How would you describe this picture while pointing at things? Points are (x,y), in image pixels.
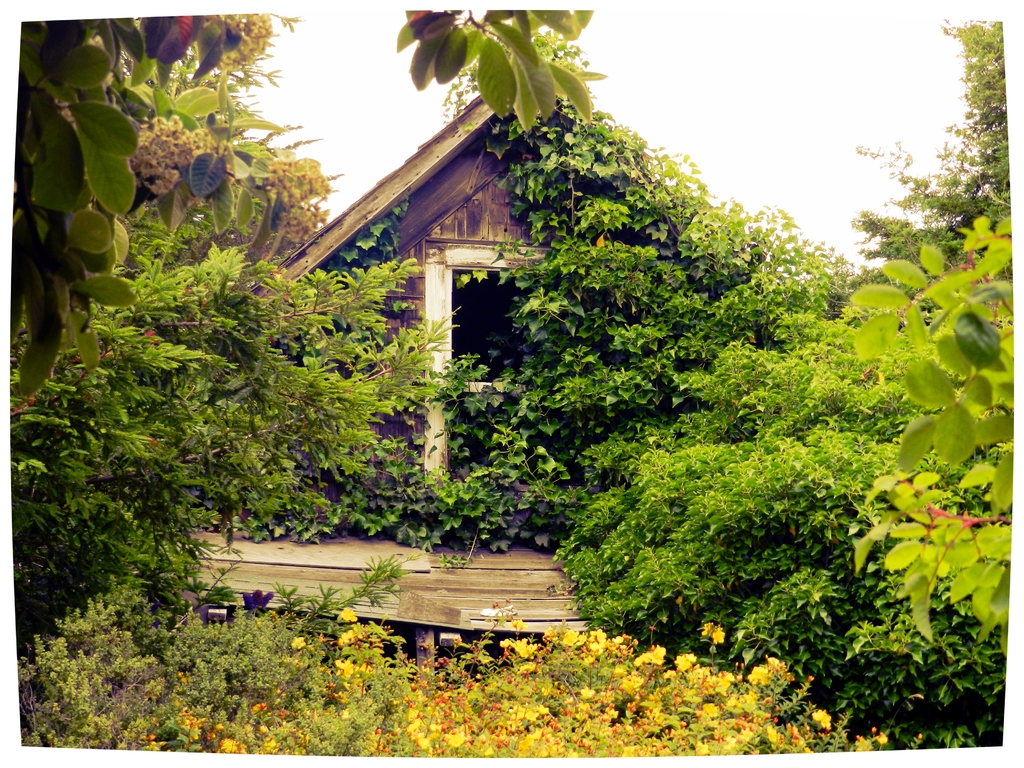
In this picture I can see a house (497,196) and few trees (76,132) and I can see a cloudy sky (703,79).
